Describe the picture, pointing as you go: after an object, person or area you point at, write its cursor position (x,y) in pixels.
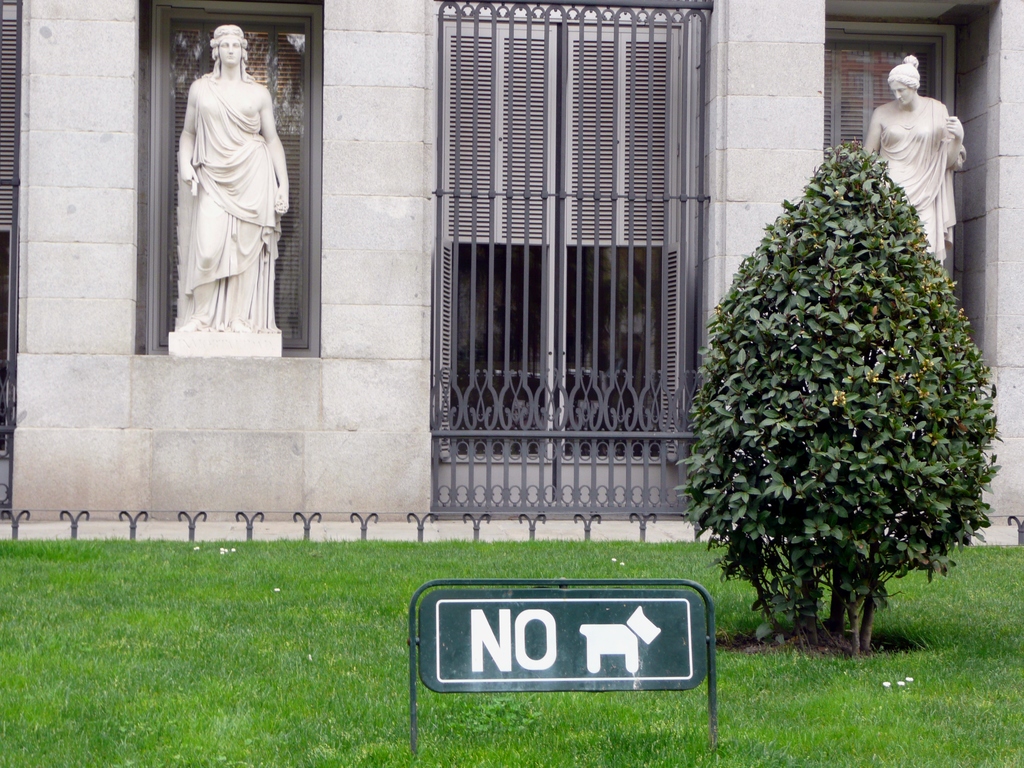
In this image I see 2 statues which are of white in color and I see the wall (1019,453) and I see the grills (645,11) over here and I see the grass (59,767), plants (818,417) and a board (617,601) on which there is a word (498,648) which says "NO".
